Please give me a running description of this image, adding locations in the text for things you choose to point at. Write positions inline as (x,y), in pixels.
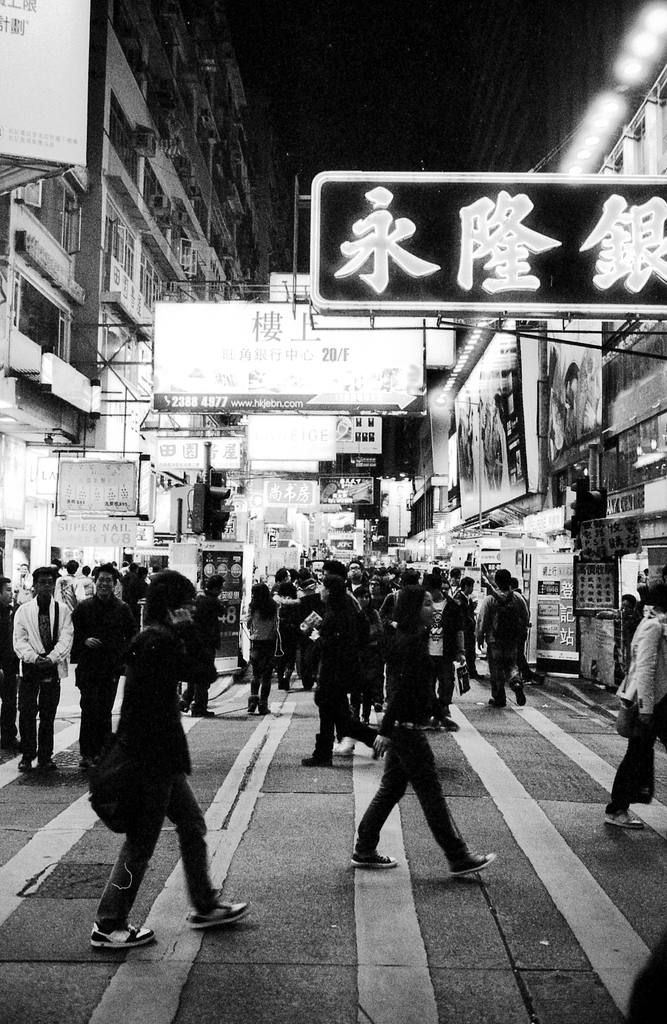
This is a black and white picture. In this picture, we see people (79,577) walking on the road (228,719) and on either side of the picture, there are buildings (105,336). At the top of the picture (300,185), we see the sky (363,169). This picture is clicked in the city (237,371).
